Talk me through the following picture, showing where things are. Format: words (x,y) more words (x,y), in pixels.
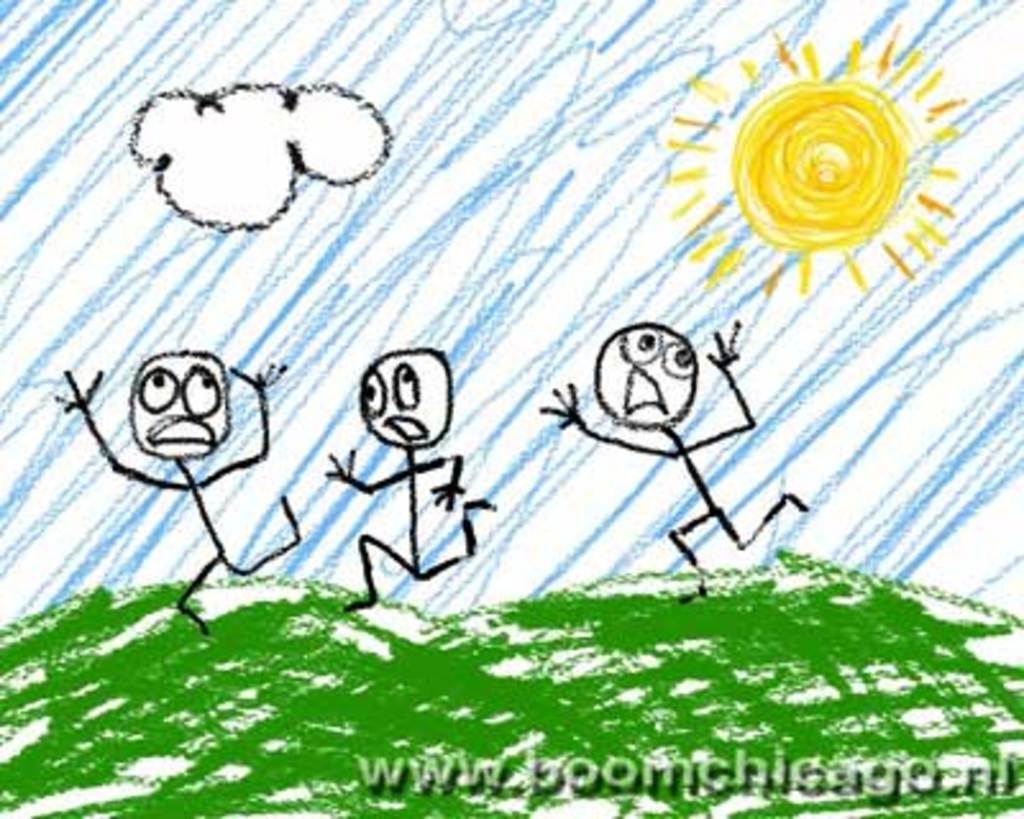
In this image I can see a drawing (497,400) of the three people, sun (810,187) and a cloud (259,140). They are in green, white, blue and yellow color.
